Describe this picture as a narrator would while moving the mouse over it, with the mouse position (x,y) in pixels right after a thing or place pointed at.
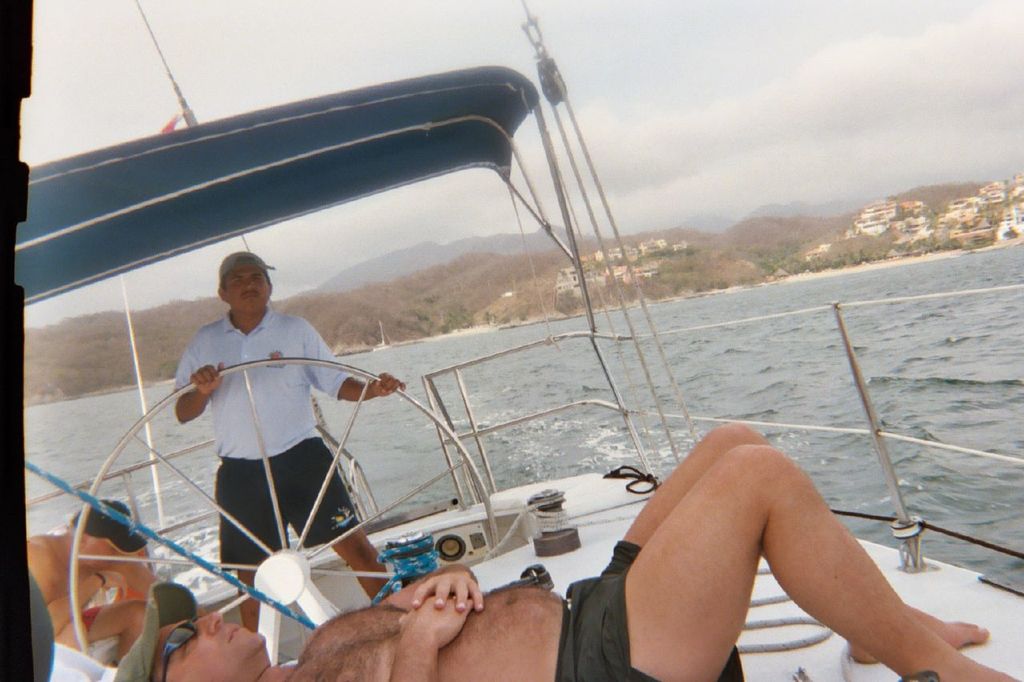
At the bottom of this image (331,639), there is a person (331,639) lying on a white color surface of a boat (546,517), which is having a fence (547,412) around it, steering wheel (409,396), poles (881,432) and a roof (72,198). In the background (299,337), there are two persons (109,575). One of them is holding the steering wheel (369,377) of the boat (458,540), there is water (903,287), there are trees (358,343) and buildings (951,214) on the mountains (705,281) and there are clouds (191,82) in the sky (191,82).
